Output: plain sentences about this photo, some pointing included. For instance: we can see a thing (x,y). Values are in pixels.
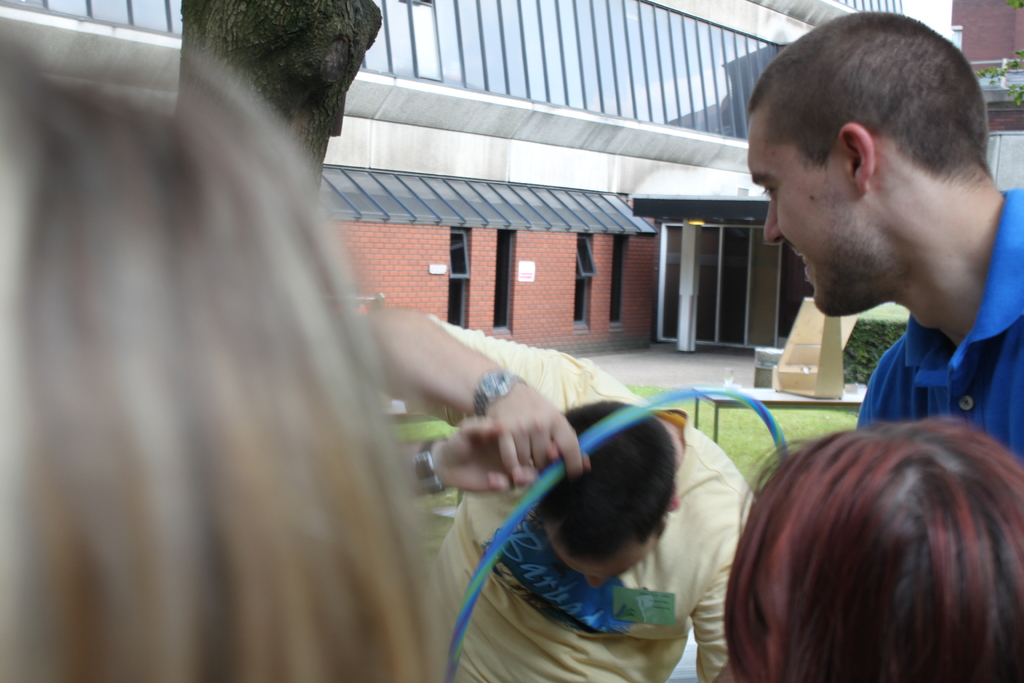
In this image we can see there are a few people (891,444) standing, one of them is holding an object (561,461). In the background (541,253) there is a building (535,211) and trees (281,63).
